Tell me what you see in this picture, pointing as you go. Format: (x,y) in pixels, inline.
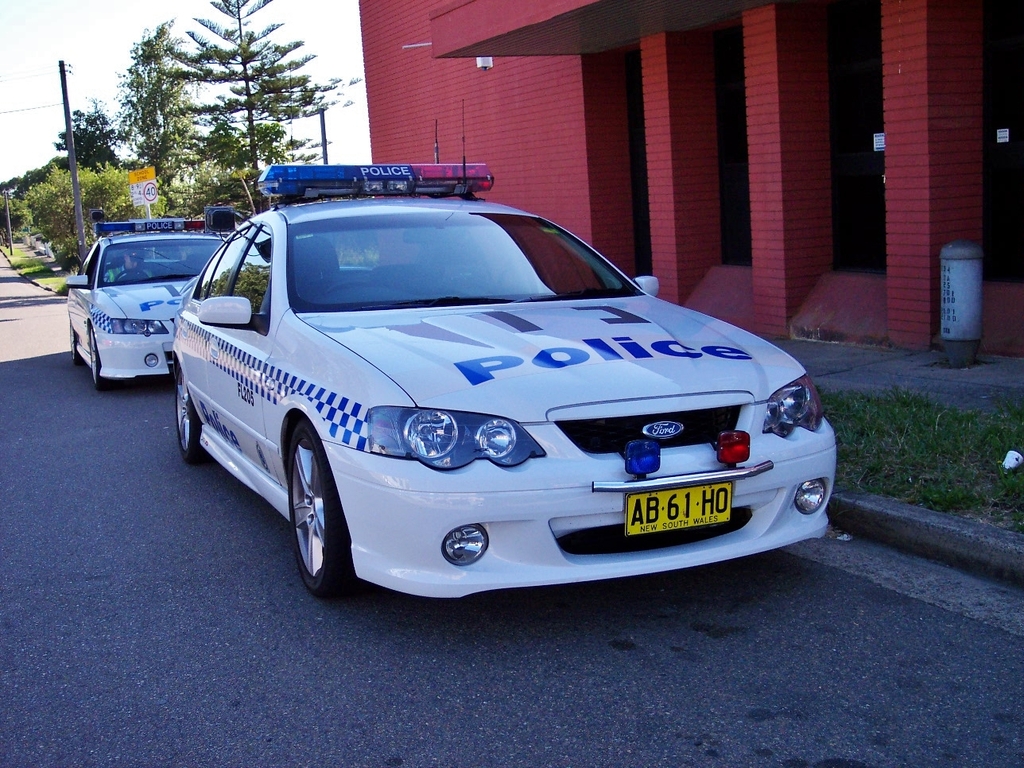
In the background of the picture (122,170) we can see current poles (72,170), trees (276,123), board (145,179) with a pole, pillars (685,231), wall (548,113) and grass (843,447). These are police cars (569,386) on the road (42,400).
